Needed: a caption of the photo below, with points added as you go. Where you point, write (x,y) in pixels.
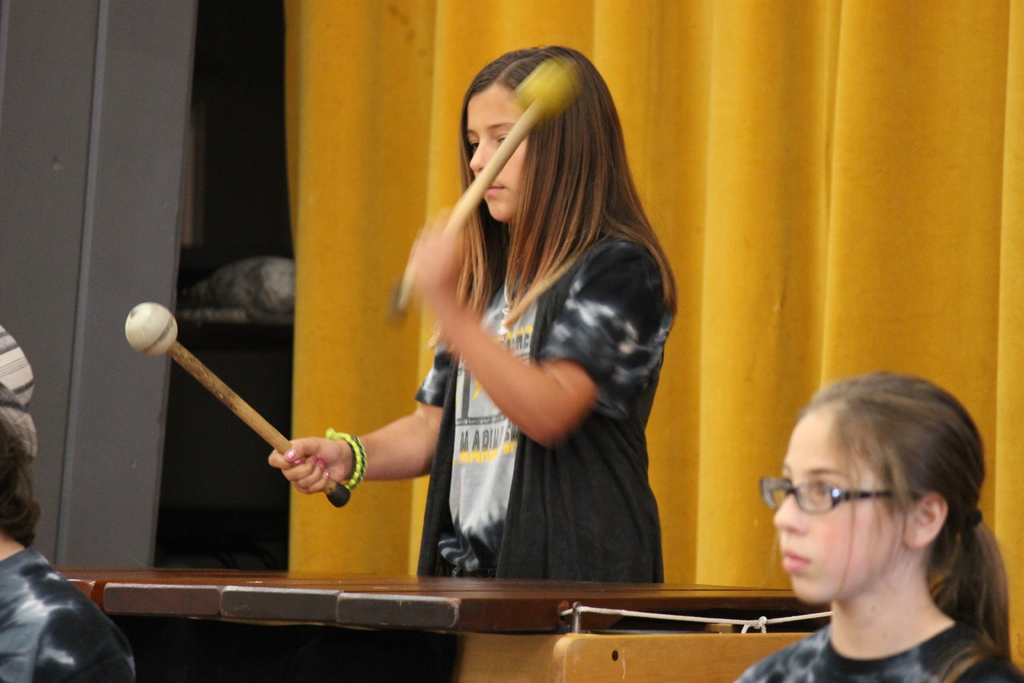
In this image we can see this girl (634,372) is playing a musical instrument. In the background (892,271) we can see a yellow curtain (835,217).
